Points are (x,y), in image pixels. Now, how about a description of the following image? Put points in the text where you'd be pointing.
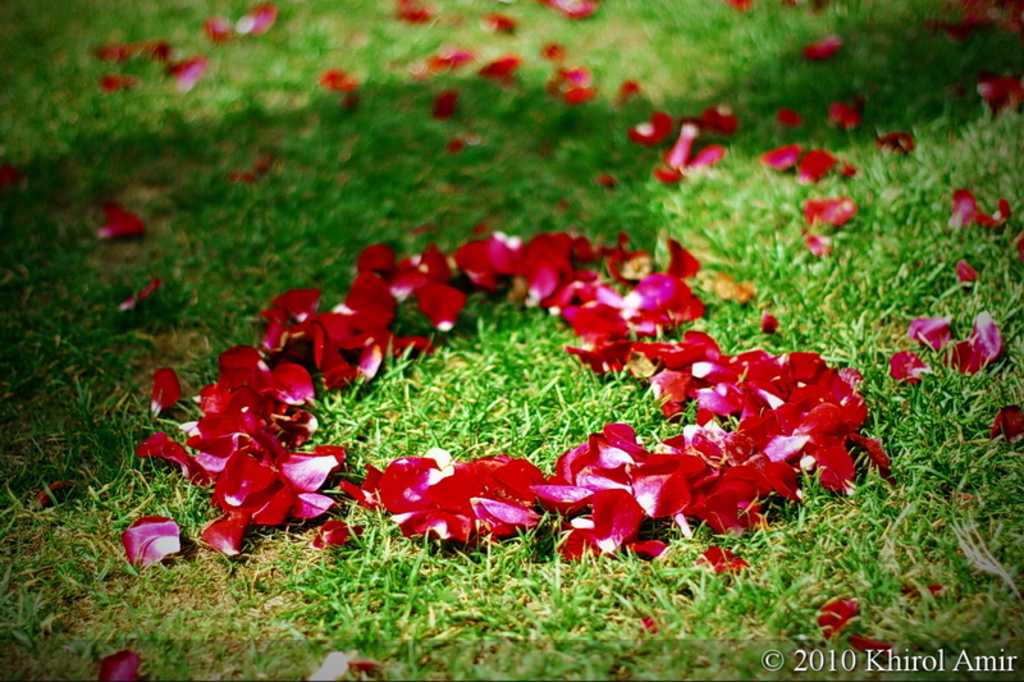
This is an edited picture. In this image there are rose petals (244,353) on the grass (524,429). At the bottom right (904,665) there is text (988,665).
